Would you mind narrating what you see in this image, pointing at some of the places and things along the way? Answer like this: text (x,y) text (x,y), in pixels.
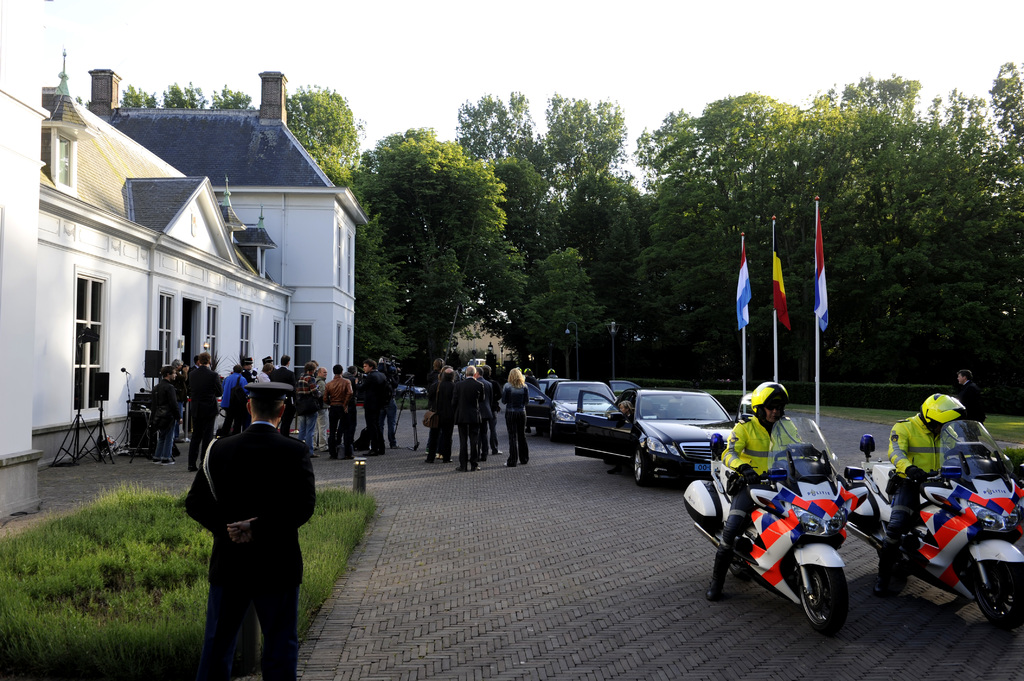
Here we can see two motorcycles (789,424) and three cars (661,420) on the road (582,580). There are a group of people (516,390) who are standing. Here we can see a house (223,233), trees (418,207) and flags (817,288).
